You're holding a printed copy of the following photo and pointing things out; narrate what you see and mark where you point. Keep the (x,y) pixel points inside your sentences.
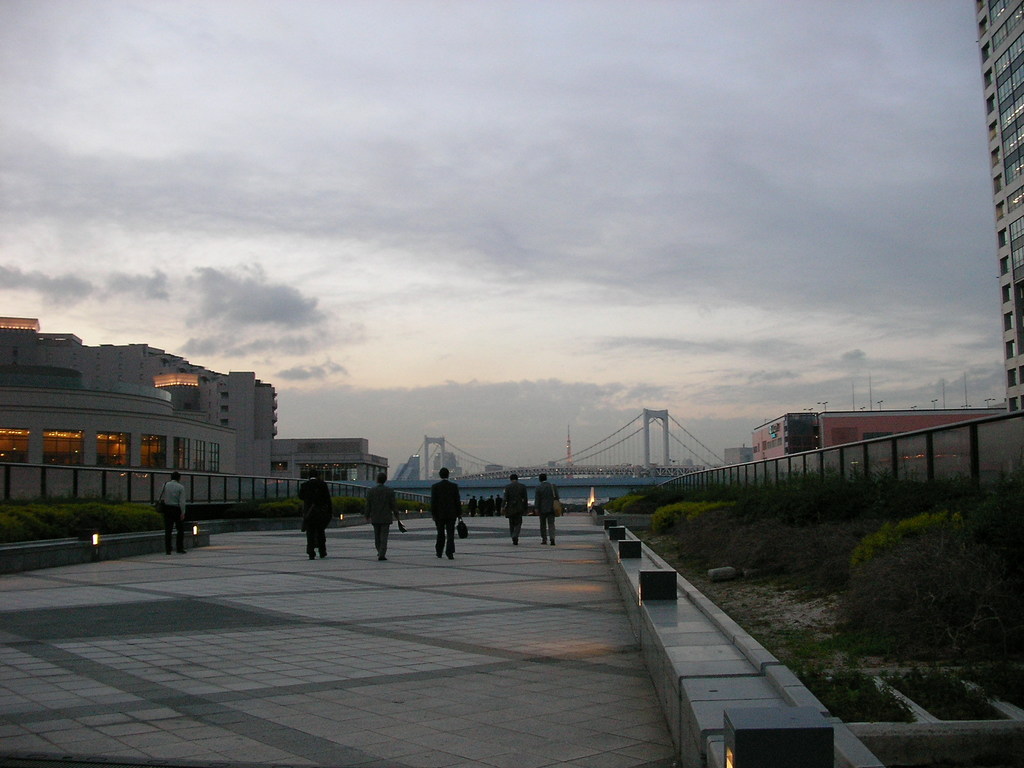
In this image in the center (539,480) there are some people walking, at the bottom (478,599) there is road (323,662) and on the right side (890,521) and left side (86,520) there are some plants (1008,527) and grass (816,638). In the background (542,466) there is a bridge (665,426), poles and at the top (530,256) there is sky (516,258) and also we could see some lights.
